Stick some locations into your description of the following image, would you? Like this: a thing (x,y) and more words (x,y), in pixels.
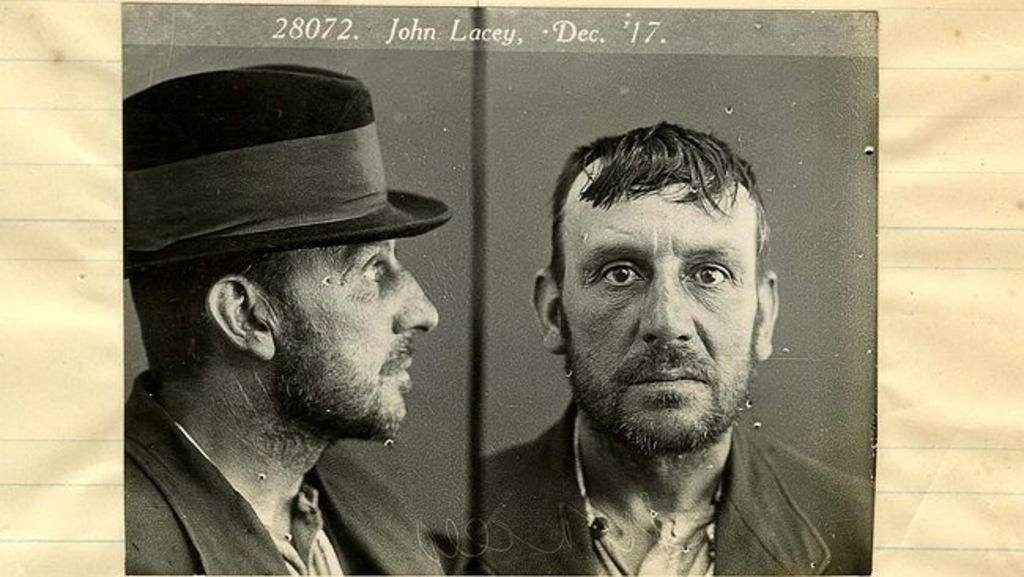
This image consists of a poster (562,314). On the poster (702,278) there is one man (412,286) and there is a text (447,31) on it.
